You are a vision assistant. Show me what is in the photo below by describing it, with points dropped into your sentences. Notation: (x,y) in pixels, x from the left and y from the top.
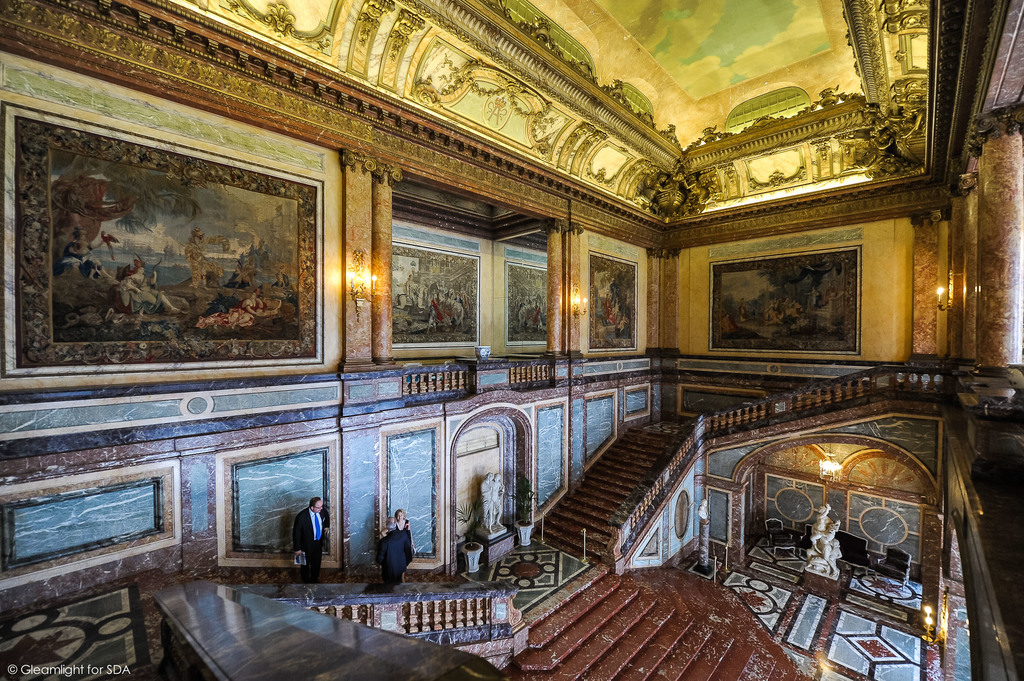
In this image we can see the interior of a hall (373,74) which looks like a palace (872,200), it has paintings (589,305) on the walls (427,227) and there is a staircase (601,509), there are three people (404,570) on it, there are a few sculptures (496,478) at the end on the staircases (595,565), there are a few other objects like sofas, plants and lights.
